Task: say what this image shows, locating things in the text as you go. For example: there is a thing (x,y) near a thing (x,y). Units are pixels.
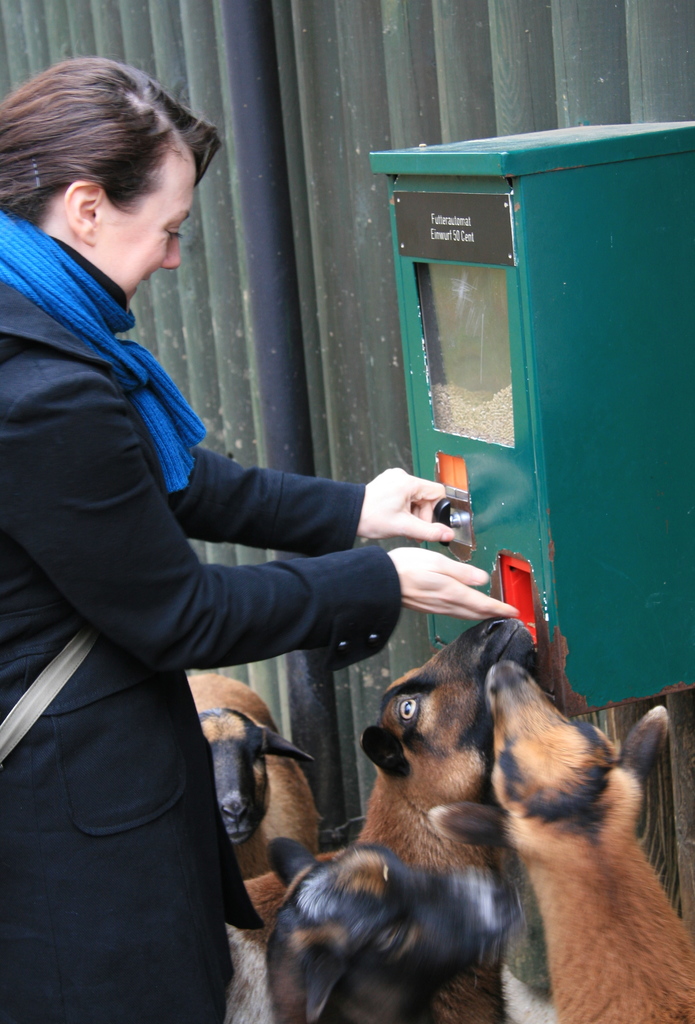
On the left side of the image (228,868) we can see a woman (74,548) standing. At the bottom of the image (409,892) we can see some animals (221,723). On the right side of the image (506,431) we can see a box (612,400) containing some seeds (495,435) and a board (487,204) with some text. In the background (458,98), we can see a pipe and the wall (466,21).
